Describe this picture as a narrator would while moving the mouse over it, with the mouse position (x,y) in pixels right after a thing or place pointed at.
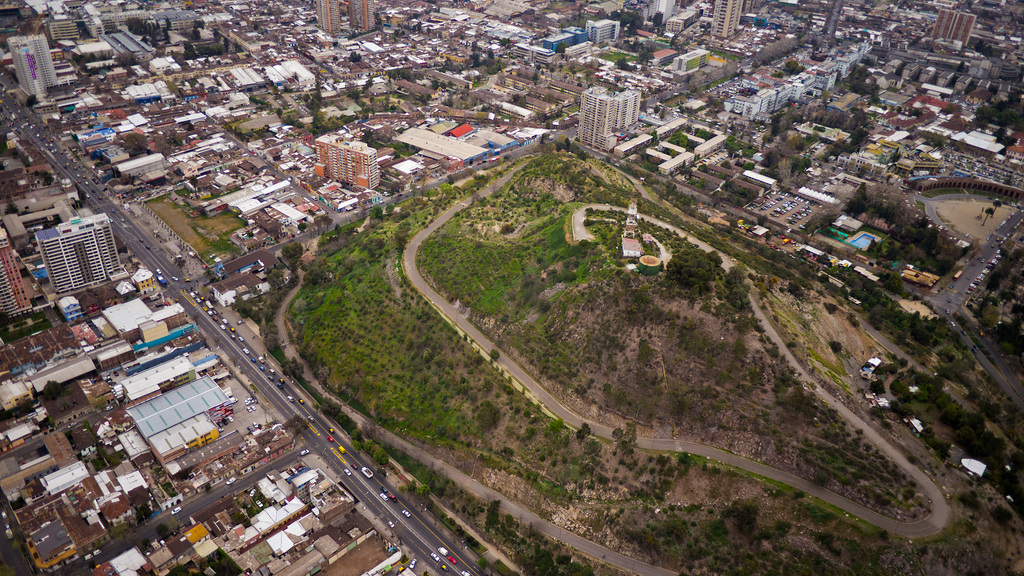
In this image at the bottom (333,455) there are some buildings (108,429), houses (178,346), road (428,523) and on the road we could see some vehicles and in the center (390,287) there are some trees (399,353) and a walkway (527,389).
